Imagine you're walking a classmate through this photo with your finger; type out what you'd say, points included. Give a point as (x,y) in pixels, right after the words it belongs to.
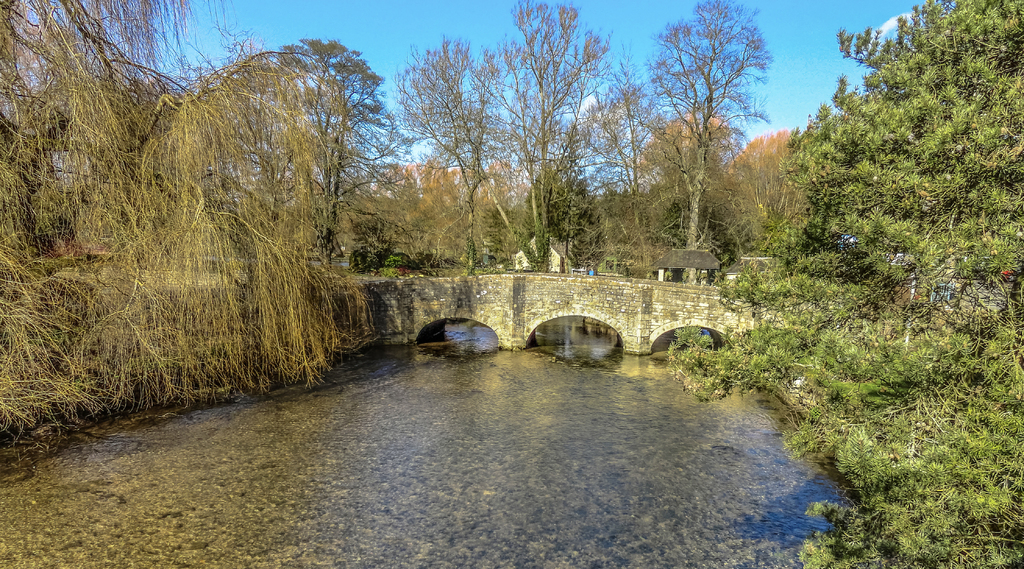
In this picture we can see water (532,478) at the bottom (548,499), there is a bridge (566,310) in the middle (634,344), we can see trees (887,399) in the background (558,197), there is the sky (346,36) at the top of the picture (410,20).
